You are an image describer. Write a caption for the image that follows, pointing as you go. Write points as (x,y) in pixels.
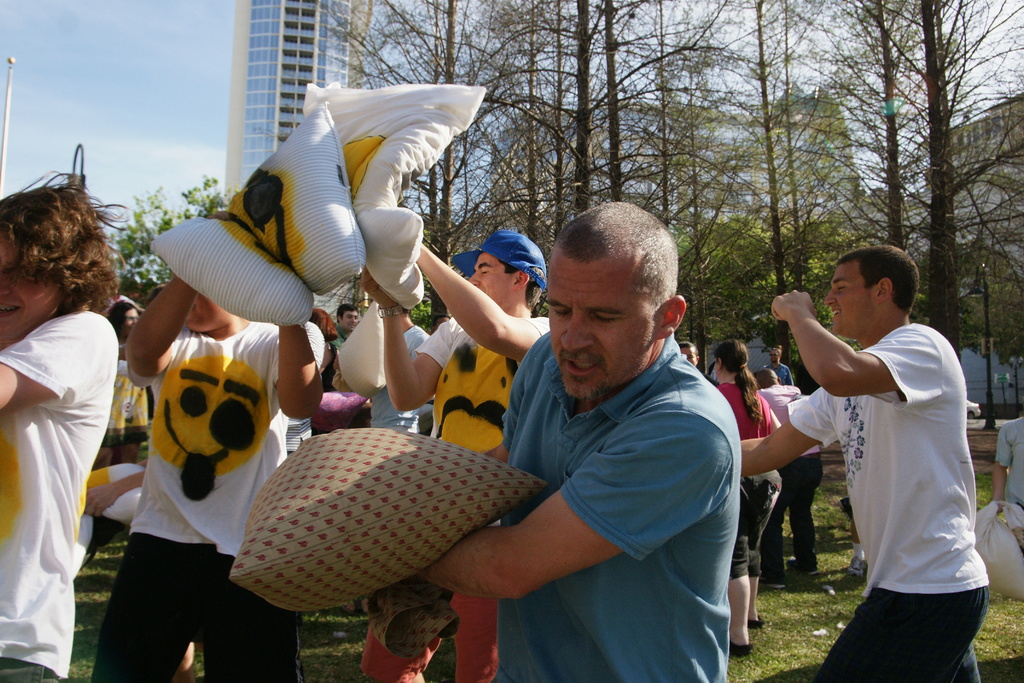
In the image we can see there are people (900,433) standing on the ground (99,597) and holding pillows (250,247) in their hand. Behind there are trees (483,197) and there is a building (322,81).
